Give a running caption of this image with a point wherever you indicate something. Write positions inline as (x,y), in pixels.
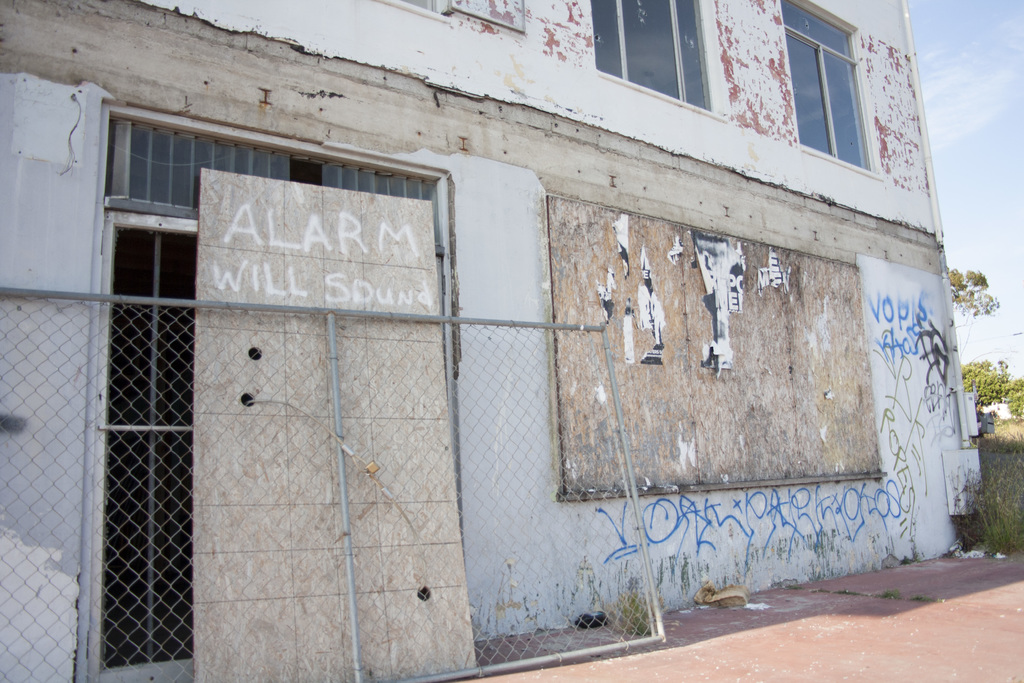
In this image I can see the mesh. In the background (707,460), I can see a building (583,253) with some text (893,340) written on it. I can also see the grass (981,456), trees (993,384) and clouds (979,93) in the sky (979,109).
